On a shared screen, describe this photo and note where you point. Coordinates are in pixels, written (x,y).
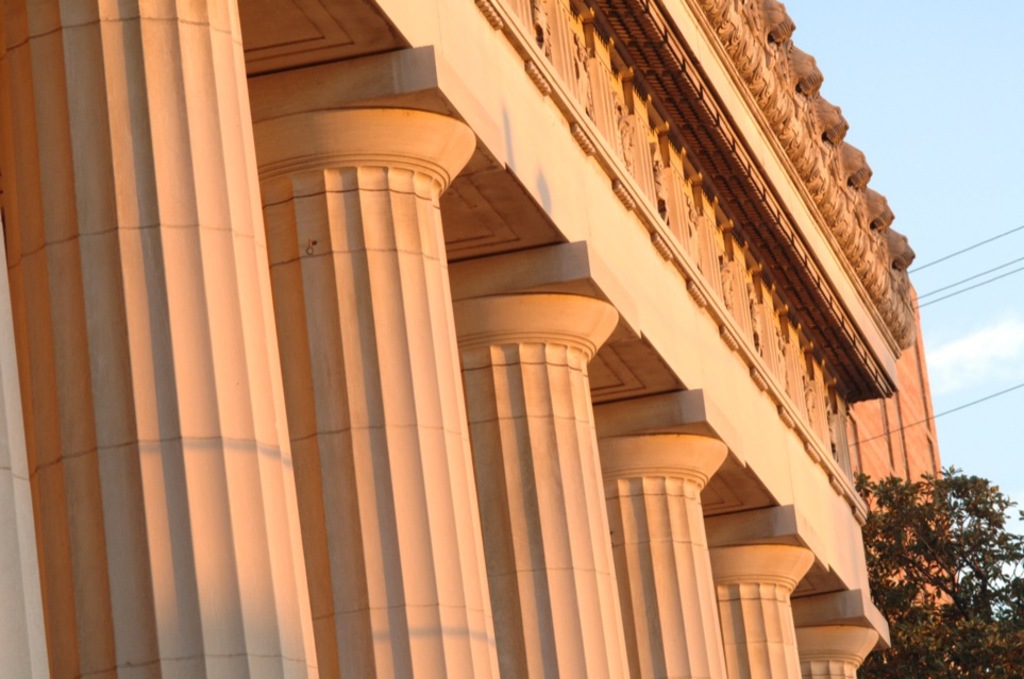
In this picture we can see a building (450,282), pillars (566,365) and cables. On the right side of the building (770,466) there is a tree (899,555) and behind the building (827,269) there is the sky (886,164).
